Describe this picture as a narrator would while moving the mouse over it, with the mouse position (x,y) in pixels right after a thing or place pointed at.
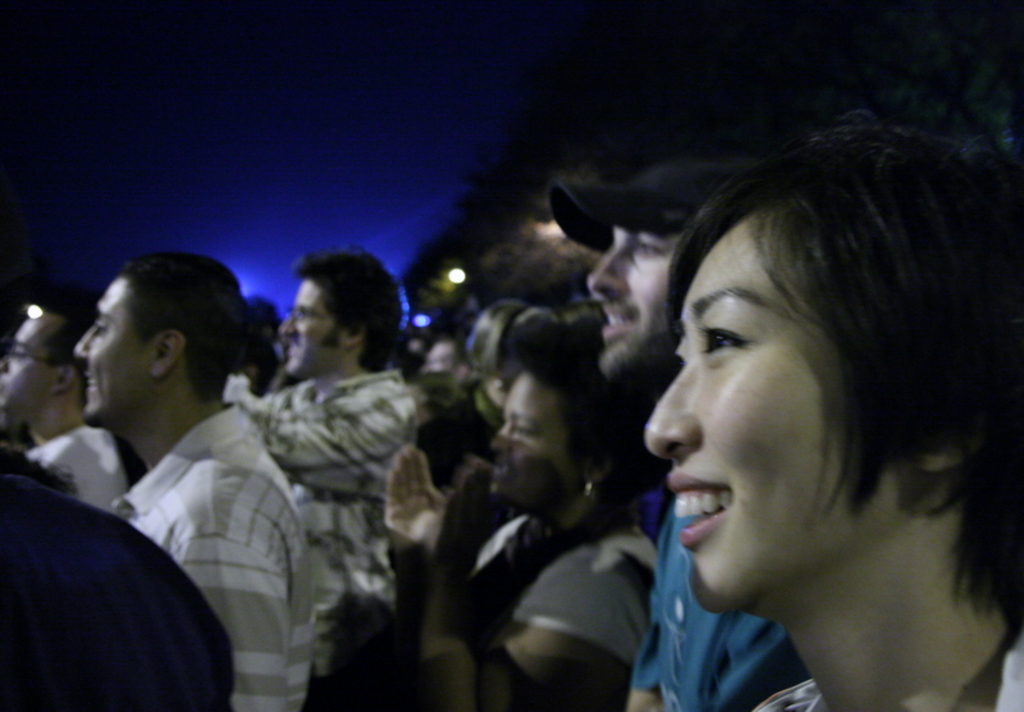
In this image we can see a group of people (403,388) standing. One person (665,582) is wearing a cap (573,224). In the background (920,122), we can see some lights (558,229), tree (456,252) and the sky (243,154).
